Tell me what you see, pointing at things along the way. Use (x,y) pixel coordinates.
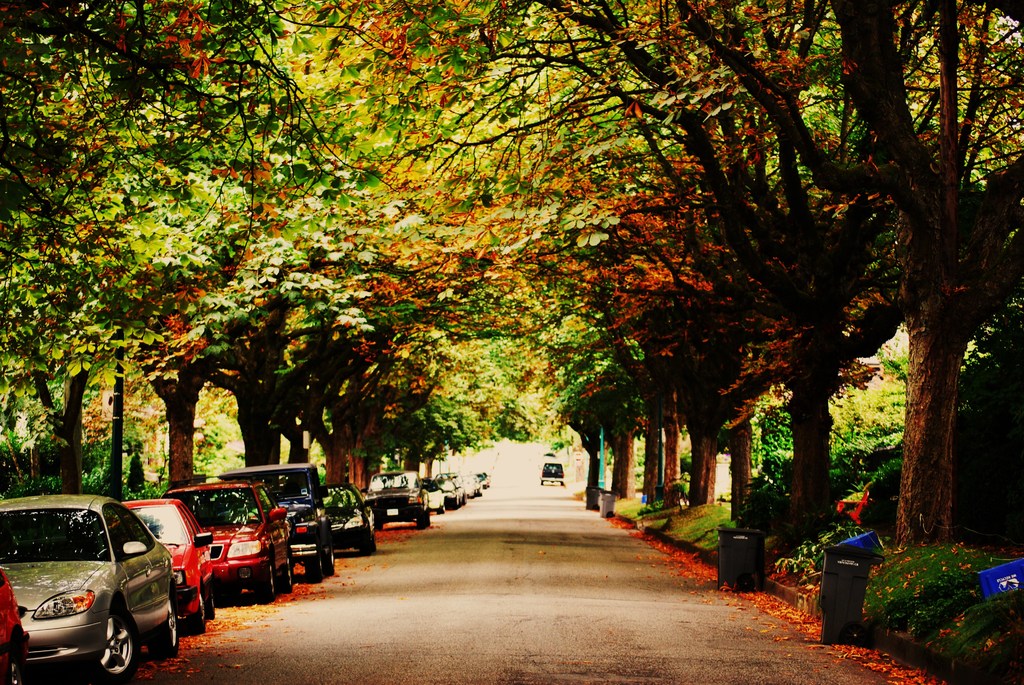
In this image we can see a few vehicles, dustbins (734,581), grass (936,556), plants (881,441) and trees (246,388).
